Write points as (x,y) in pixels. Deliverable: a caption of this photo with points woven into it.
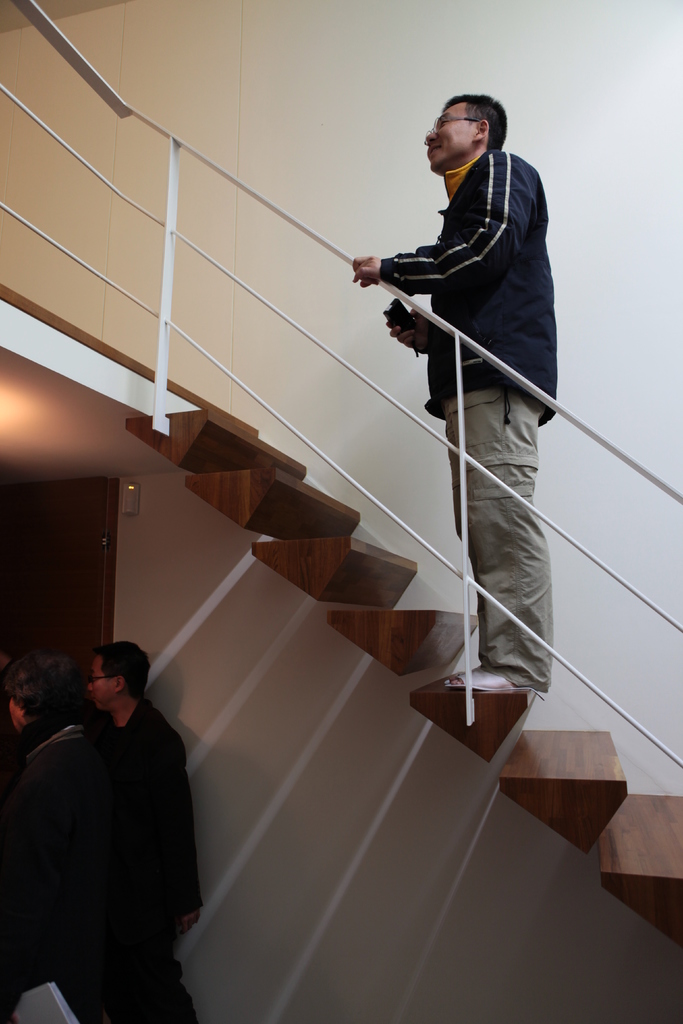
There is one person (479,440) standing on the stairs (447,632) as we can see in the middle of this image (454,441), and there is a wall (417,586) in the background (476,851). There are two persons (105,773) standing at the bottom left corner of this image (124,844).
